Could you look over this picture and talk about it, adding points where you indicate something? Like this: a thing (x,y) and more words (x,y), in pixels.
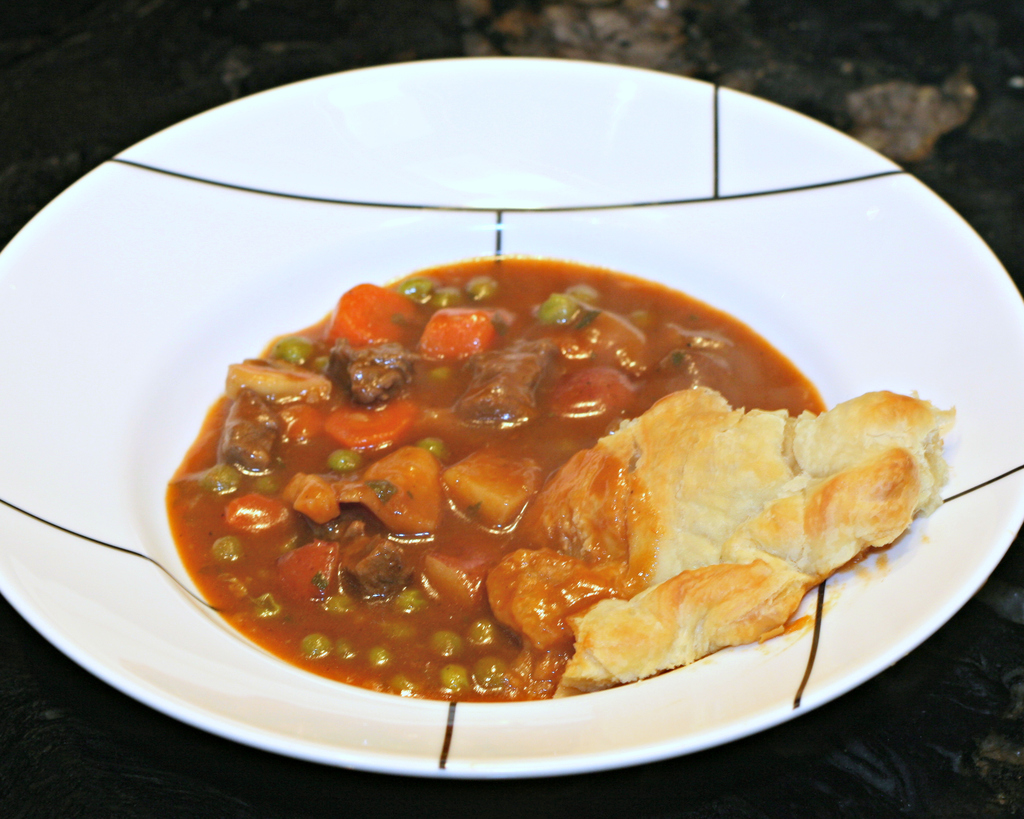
In this image there is a food item (415,378) in a plate (546,220) which was placed on the table (897,93).
